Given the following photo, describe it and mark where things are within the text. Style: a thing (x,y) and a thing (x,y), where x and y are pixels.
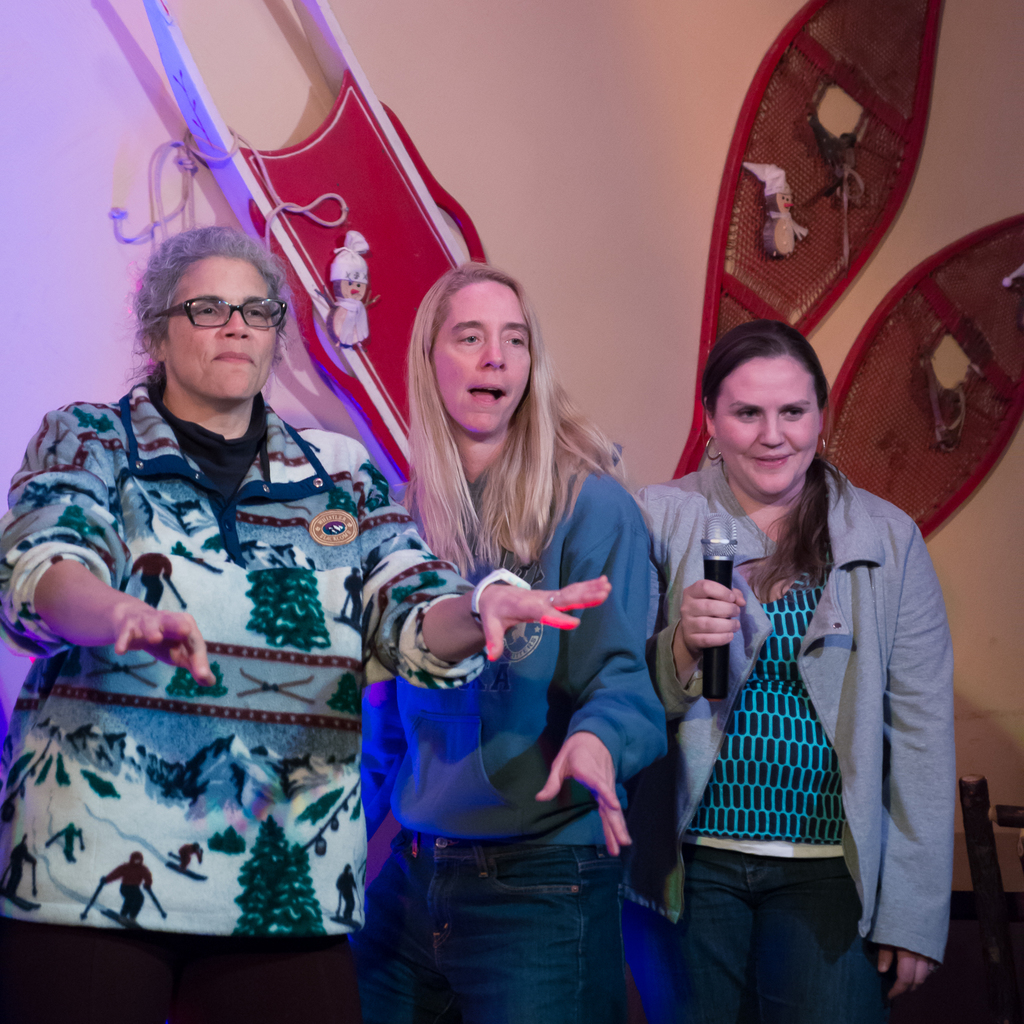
In this image in the center (399,652) there are three people (506,527) standing and one person (746,587) is holding a mike (715,575), and in the background (794,309) there are objects (784,288) and wall (853,295).
